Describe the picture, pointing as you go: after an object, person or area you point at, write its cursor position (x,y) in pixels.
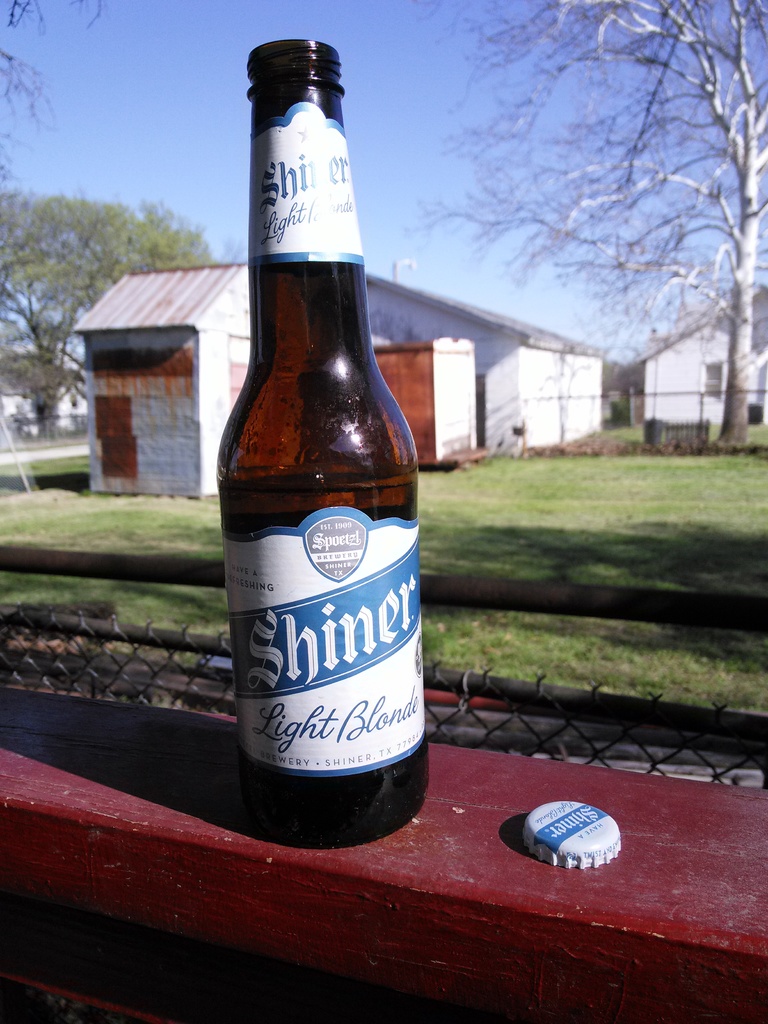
In this image in the center (311,558) there is one bottle (286,419) and on the background (134,44) there is sky (95,74) and some trees (81,231) are there, and on the background (237,372) there is one house (569,366) and one fence (563,595) is there and on the bottom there is a wooden rail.
